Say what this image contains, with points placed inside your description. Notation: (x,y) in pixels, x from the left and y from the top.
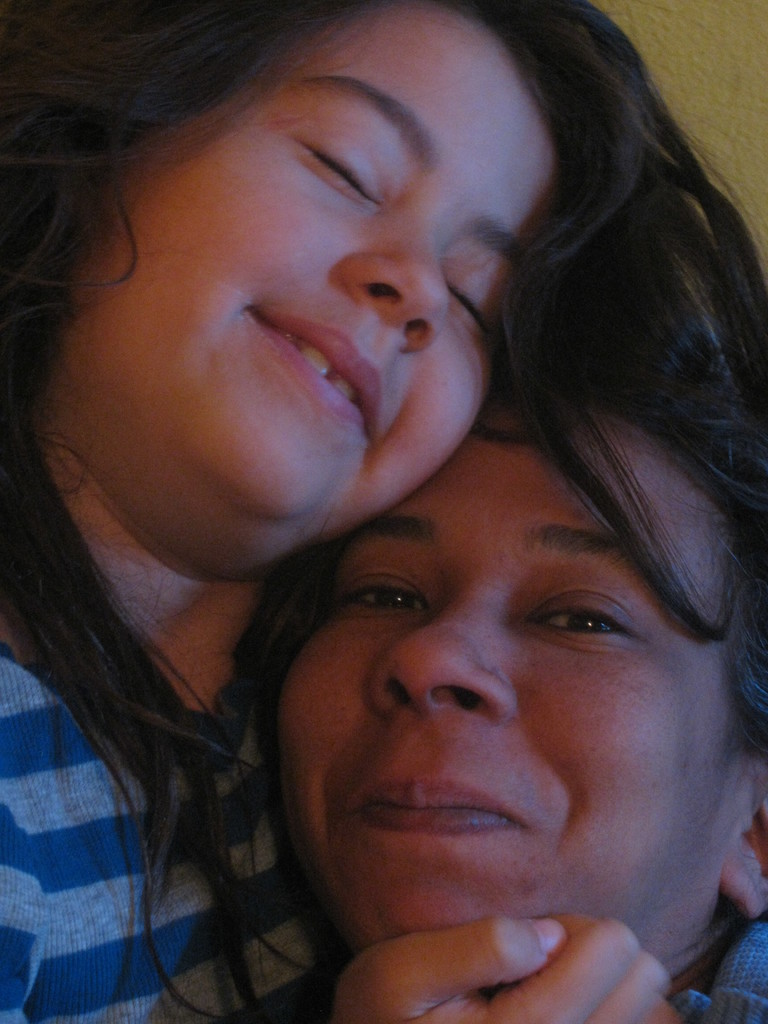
On the left side (136,649), there is a girl (80,450) in a t-shirt (106,769), smiling and placing a hand (566,946) under cheek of a woman (671,352) who is smiling. And the background (705,38) is yellow in color.
